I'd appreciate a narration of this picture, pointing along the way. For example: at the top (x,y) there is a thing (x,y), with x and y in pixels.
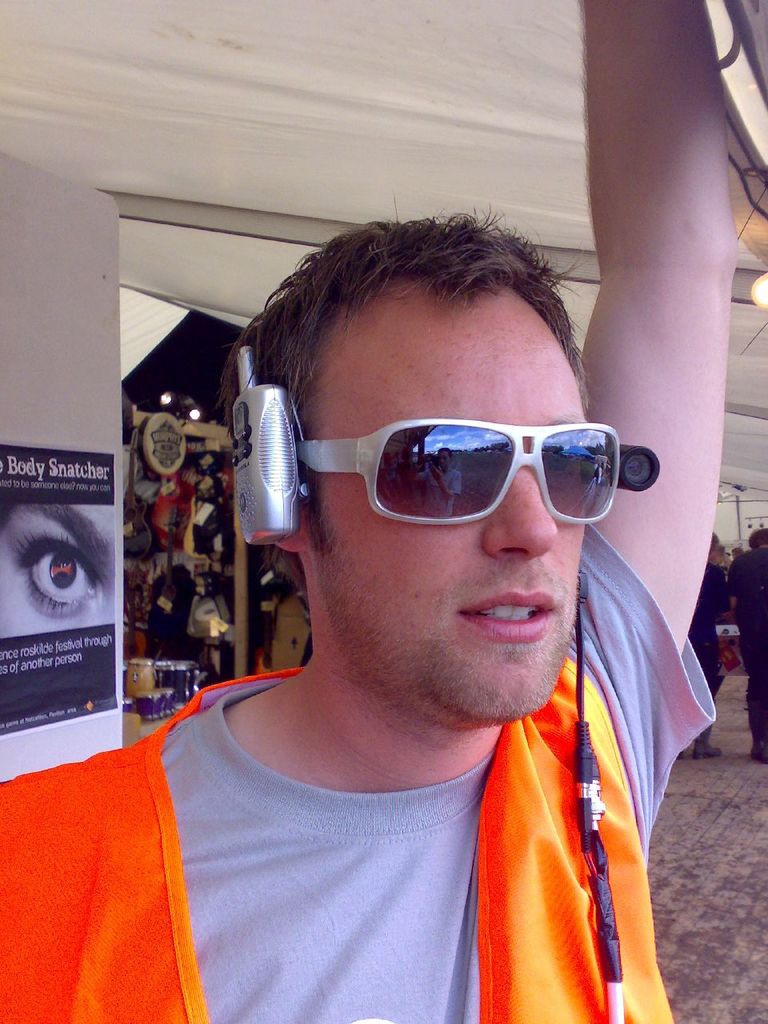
In this picture I can see a person (469,825) wearing spectacles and posters (30,682) to the wall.
